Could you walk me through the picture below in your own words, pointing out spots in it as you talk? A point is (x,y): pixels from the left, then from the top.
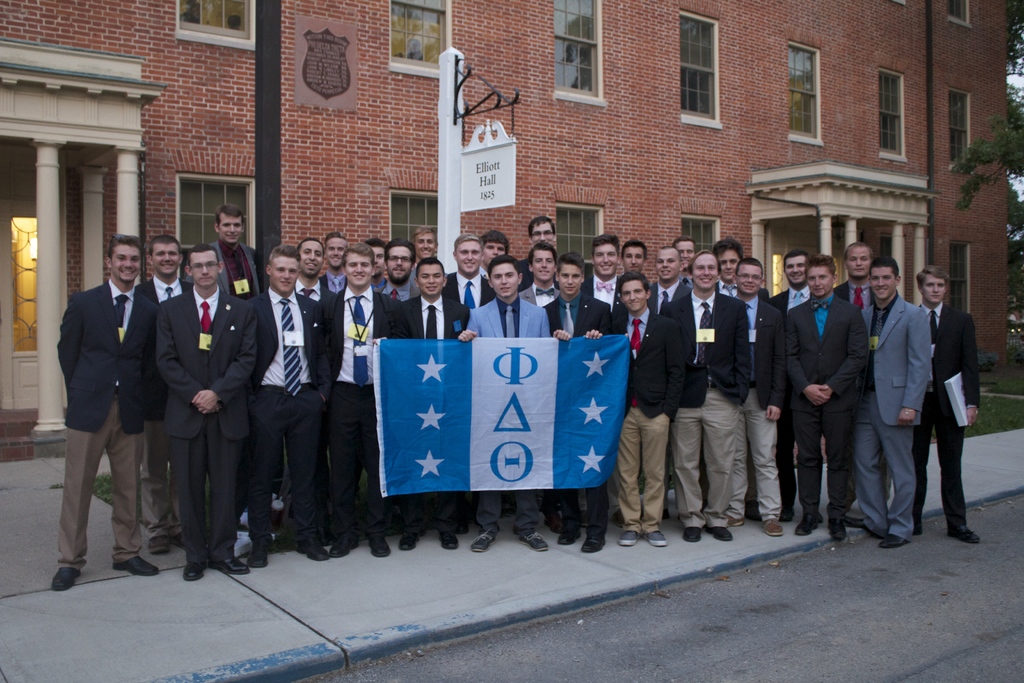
In this image I can see the group of people (495,293) with different color dresses (327,318). I can see few people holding the banner (512,445). In the background (458,197) I can see the board (477,196) to the pole (457,197) and the building (655,19) with windows (410,200). To the right (1010,168) I can see the tree (973,178) and the sky (1017,184).
